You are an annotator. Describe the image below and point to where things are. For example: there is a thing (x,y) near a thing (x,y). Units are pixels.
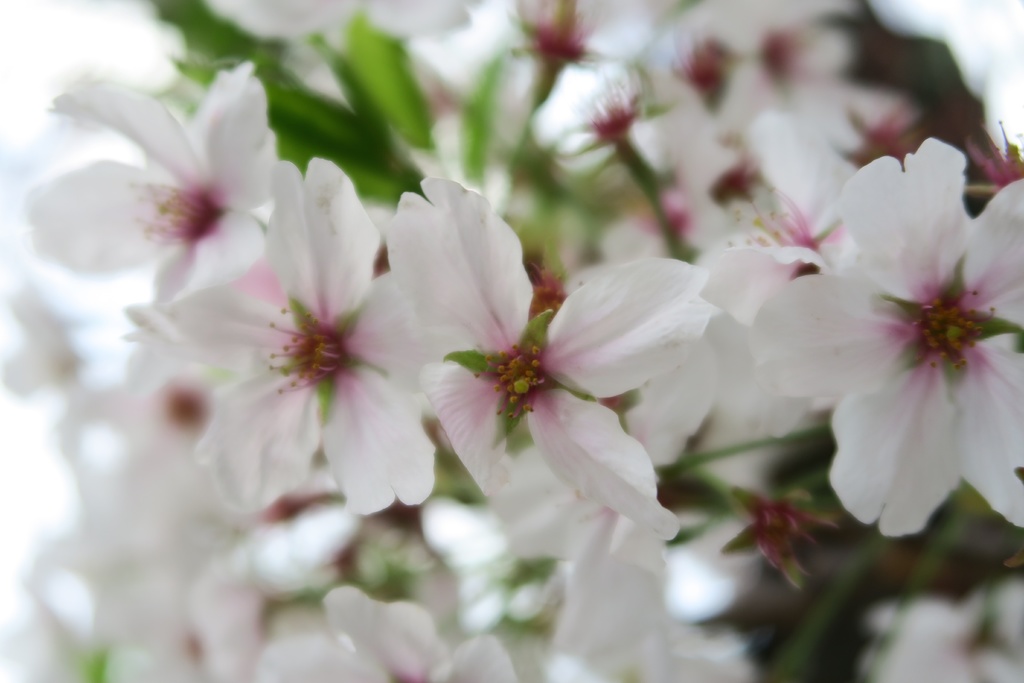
In the picture, there are beautiful white flowers (683,337) to the plant (522,175) and the background (6,611) is blurry.
